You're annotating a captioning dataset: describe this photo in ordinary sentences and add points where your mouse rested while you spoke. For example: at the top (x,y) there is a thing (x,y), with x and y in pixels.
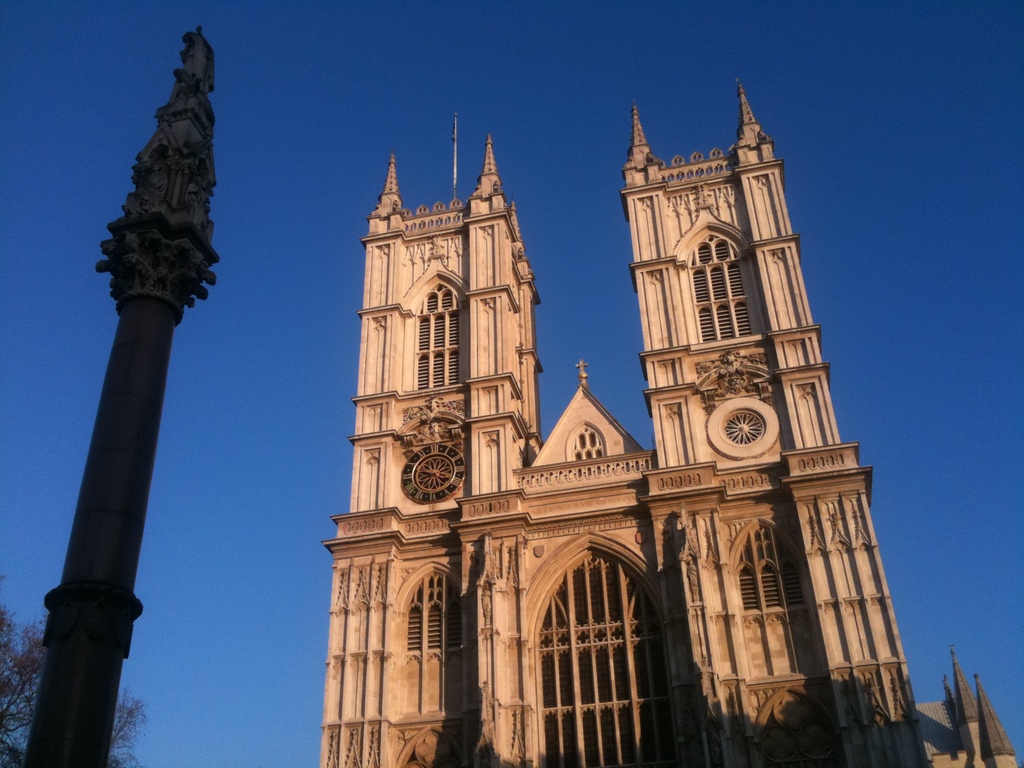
In this image in the front (483,570) there is a castle (686,600). On the left side (139,457) there is a pole (122,349). In the background (7,693) there is a tree (21,698), and on the castle (429,503) there is a clock (427,494).
